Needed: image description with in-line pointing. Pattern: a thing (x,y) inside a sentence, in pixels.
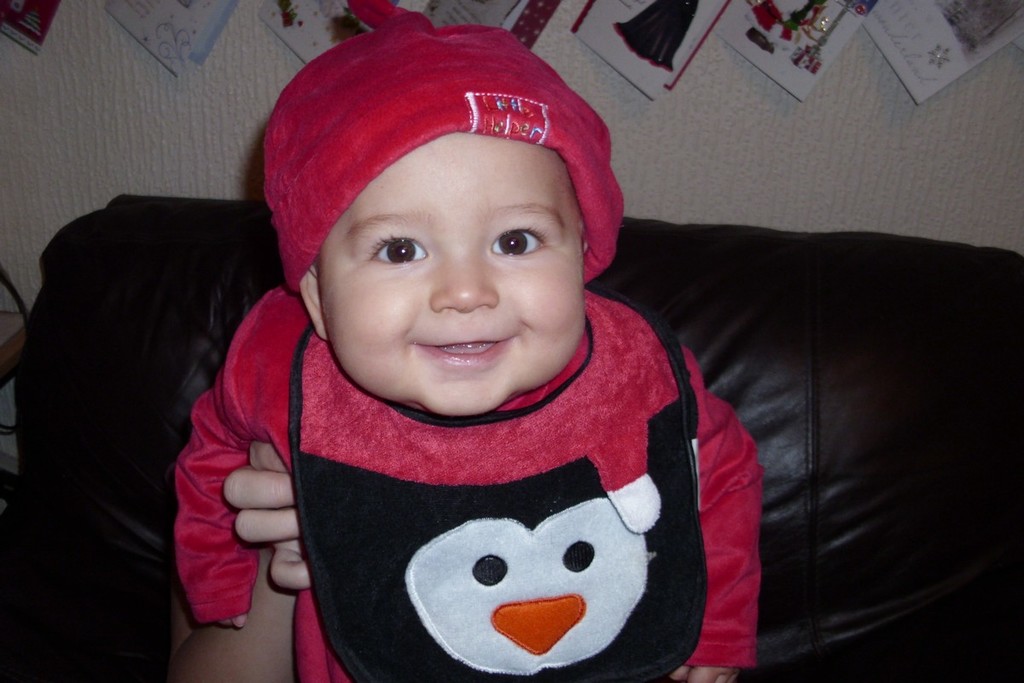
In the picture we can see a baby (596,636), child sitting on a sofa (929,547) which is brown in color and child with red color dress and cap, in the background (664,189) we can see a wall (650,194) with some poster cards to it.
